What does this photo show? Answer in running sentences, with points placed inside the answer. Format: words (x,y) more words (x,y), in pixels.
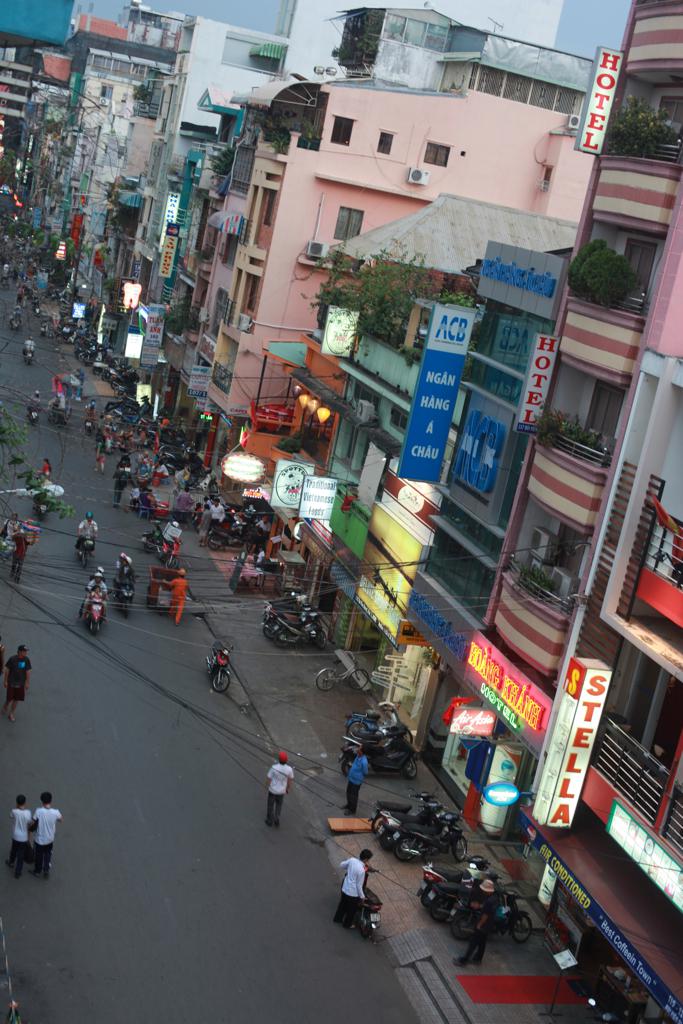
In this picture we can see buildings (646,483), boards (471,464), plants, lights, bikes (424,882), and people (94,538). There is a road (153,924).
